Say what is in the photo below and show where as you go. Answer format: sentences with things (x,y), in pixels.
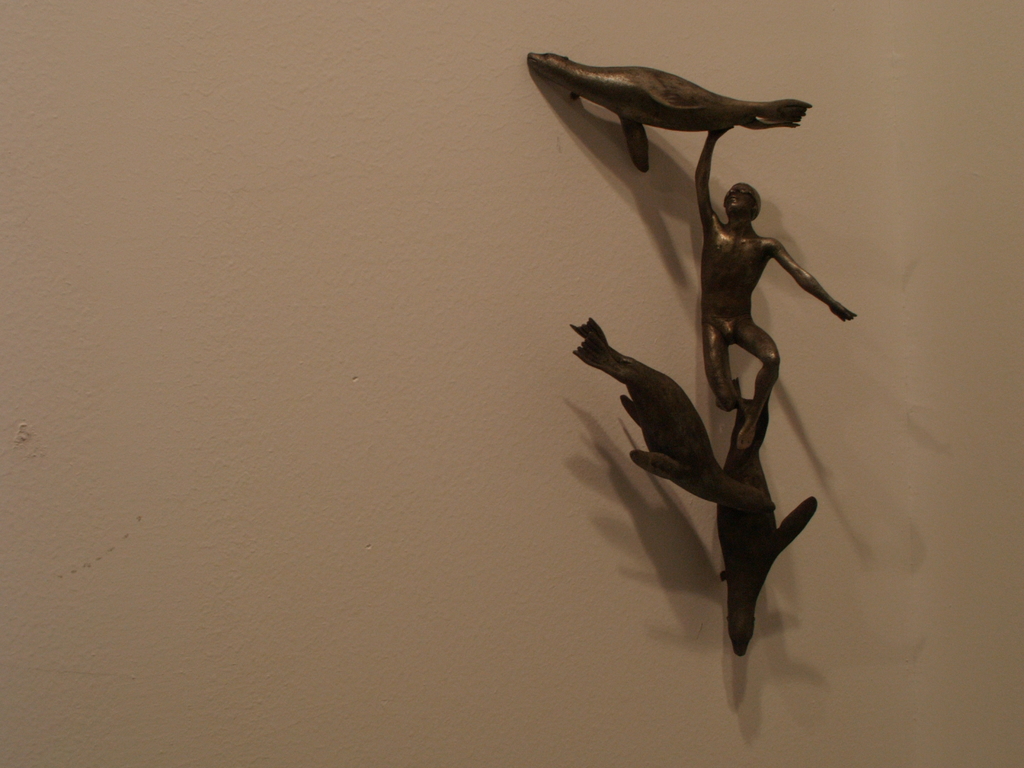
These are the statues (745,328) made up of metal (759,341) that are sticked to the wall (567,326).
